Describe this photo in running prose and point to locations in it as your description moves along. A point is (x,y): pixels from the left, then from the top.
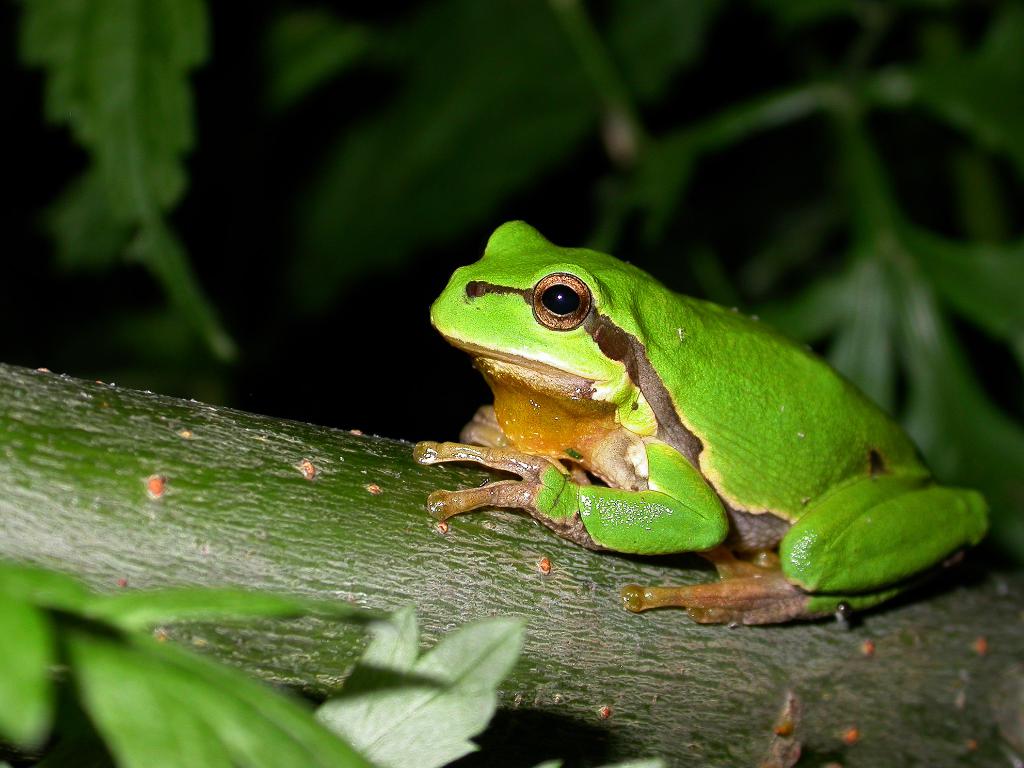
In this image we can see a frog (501,459) and a branch (408,466). On the left side of the image (32,705) there are leaves (269,697). In the background of the image (863,148) there are leaves (76,84).
